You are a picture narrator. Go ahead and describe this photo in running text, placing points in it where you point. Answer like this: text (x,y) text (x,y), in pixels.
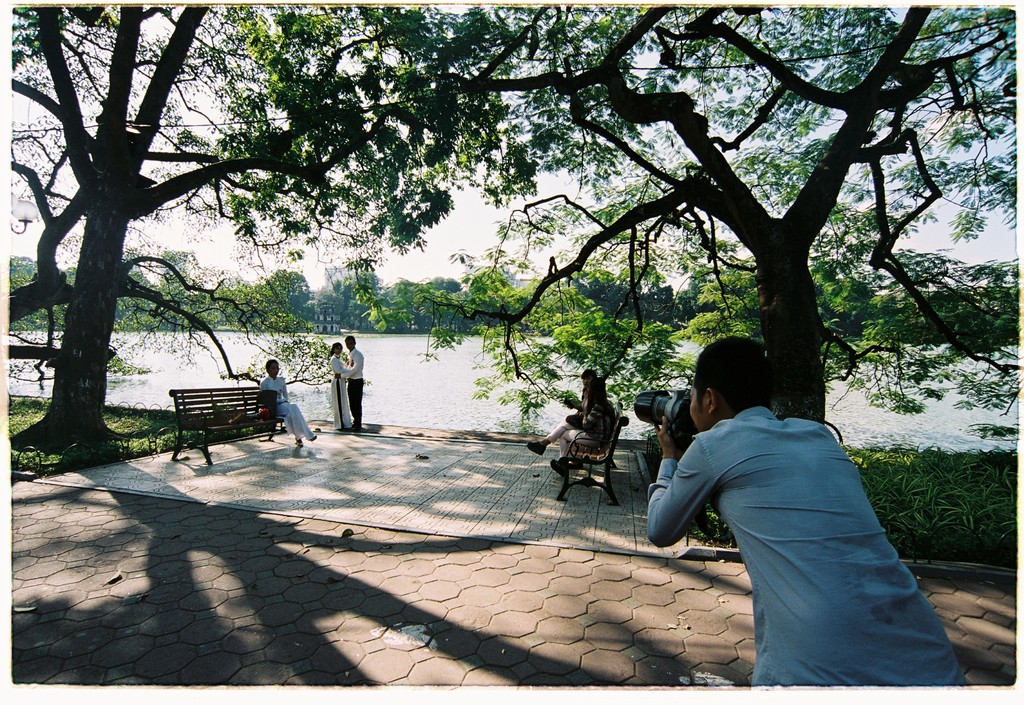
It is a park (392,432), there is a photo shoot going on a couple (347,419) are posing for the photo in the background (50,362) there are trees (655,326), lake (878,374) and grass (151,444).
